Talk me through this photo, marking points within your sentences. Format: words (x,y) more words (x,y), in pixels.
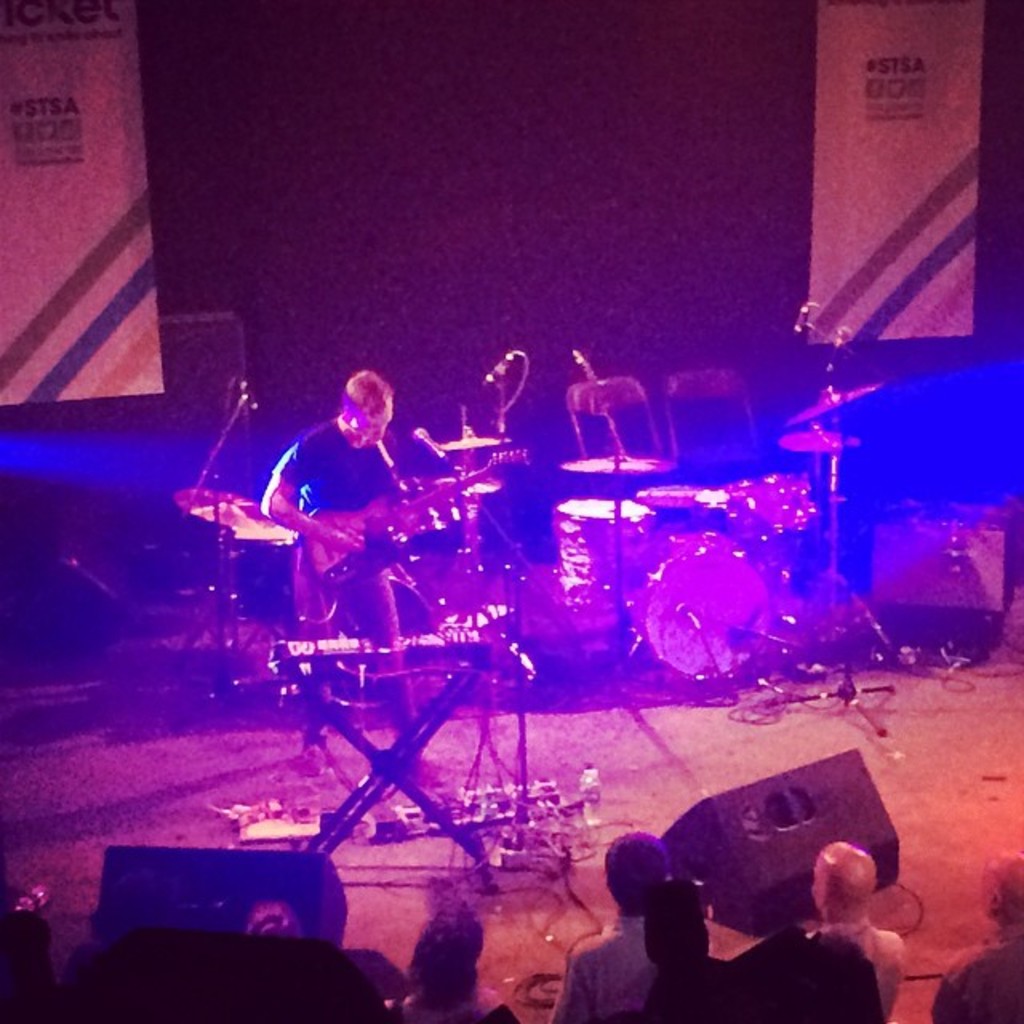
In this image we can see a few people (619,962), among them, one person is playing a guitar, there are some musical instruments (486,630), stands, mics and some objects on the stage (489,702).
